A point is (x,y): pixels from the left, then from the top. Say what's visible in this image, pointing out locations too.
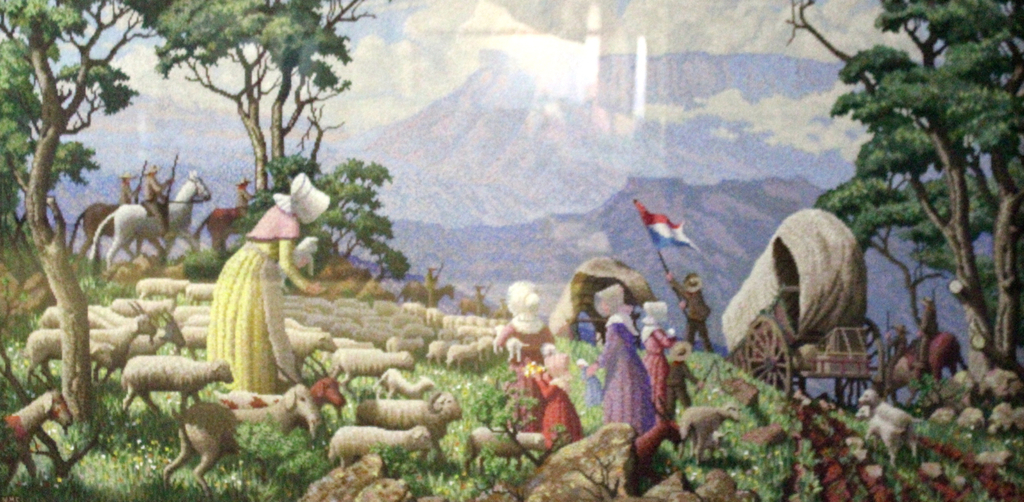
It is a painting, in the painting we can see some sheeps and people (261,236) and cart (750,289). Behind them few people (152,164) are riding horses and there are some trees (359,219).
